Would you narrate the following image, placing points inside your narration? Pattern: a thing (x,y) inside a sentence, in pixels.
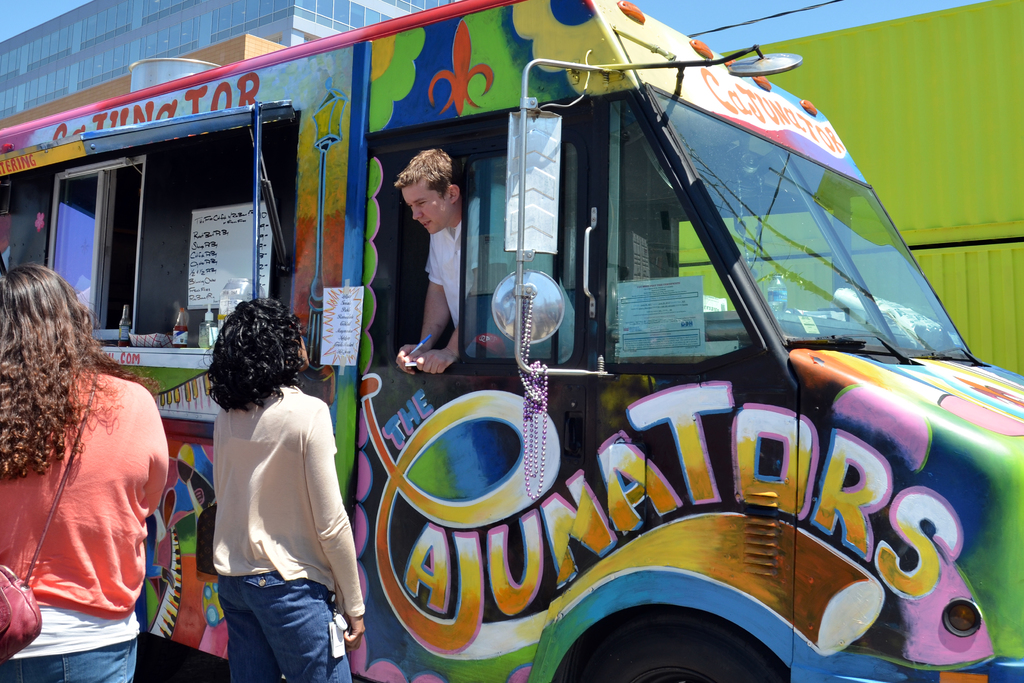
In this picture we can see two people (257,426) standing, vehicle (295,241) with a man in it and posters (261,281), bottle (204,324), window (131,309), painting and some objects (222,308) on it, pen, bag (23,607), building (197,23), wall (830,113) and in the background (761,40) we can see the sky (701,14).
